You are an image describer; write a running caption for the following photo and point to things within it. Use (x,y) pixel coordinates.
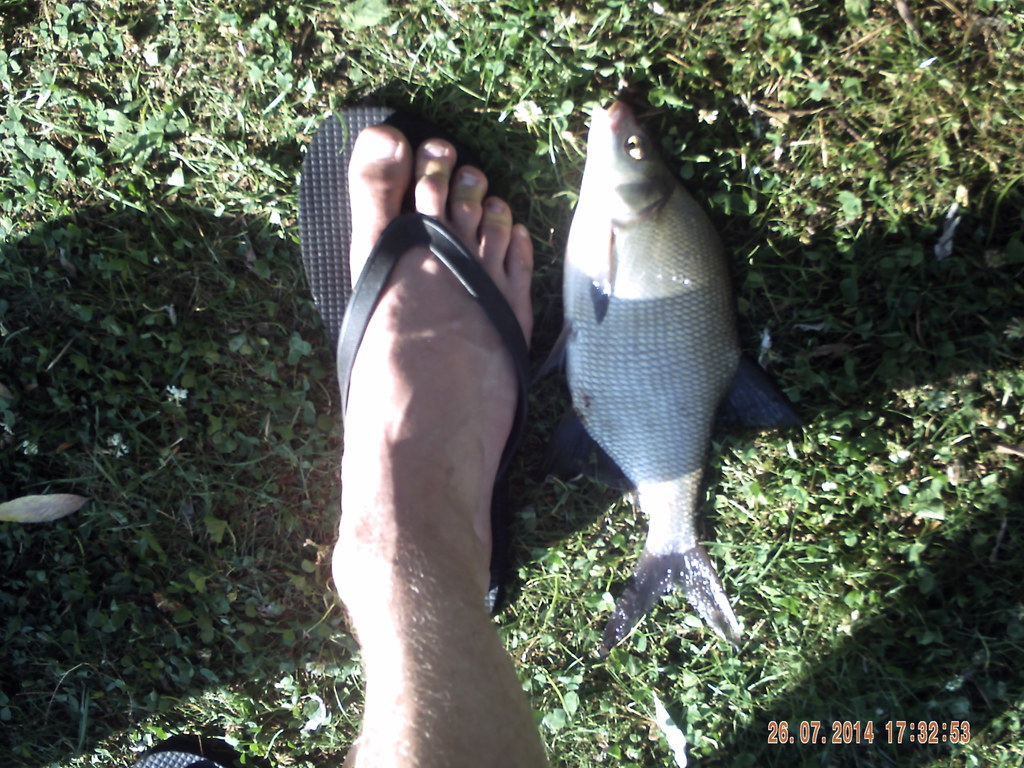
In this image I can see a person leg (439,335) and beside that I can see a fish (670,340) visible on grass (115,539) and I can see a sandal (338,184) visible on grass (211,349) and I can see a text (804,735) visible at the bottom.
